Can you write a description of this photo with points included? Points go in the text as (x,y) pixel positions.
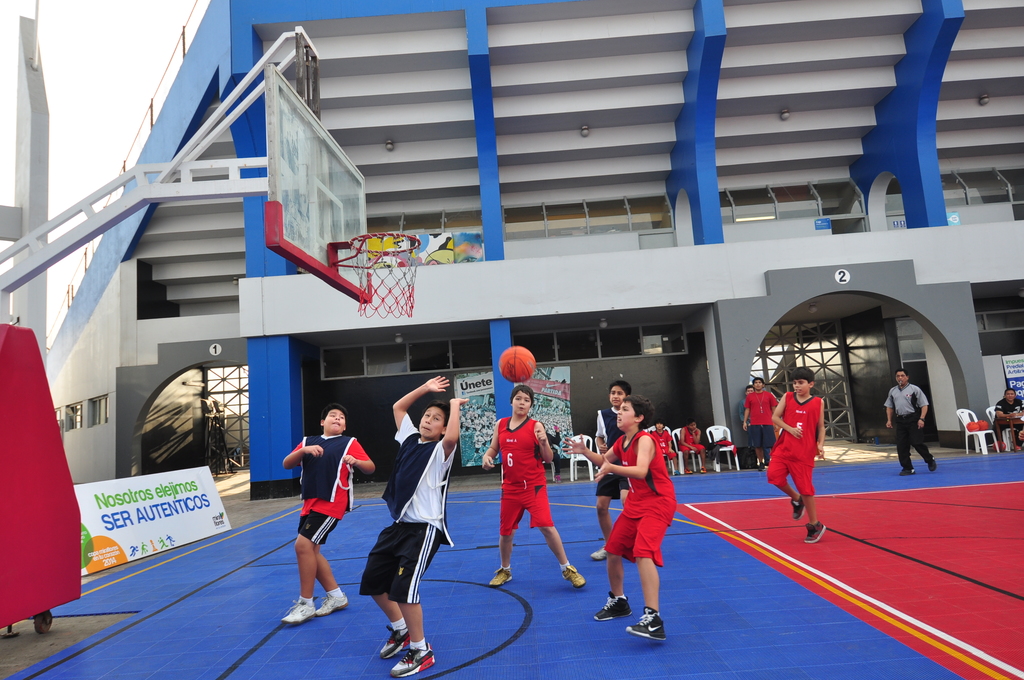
There are few persons (307,586) playing on the ground (333,628). Here we can see boards (120,533), chairs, basketball goal (380,280), and a building (262,321). This is sky (87,43).
